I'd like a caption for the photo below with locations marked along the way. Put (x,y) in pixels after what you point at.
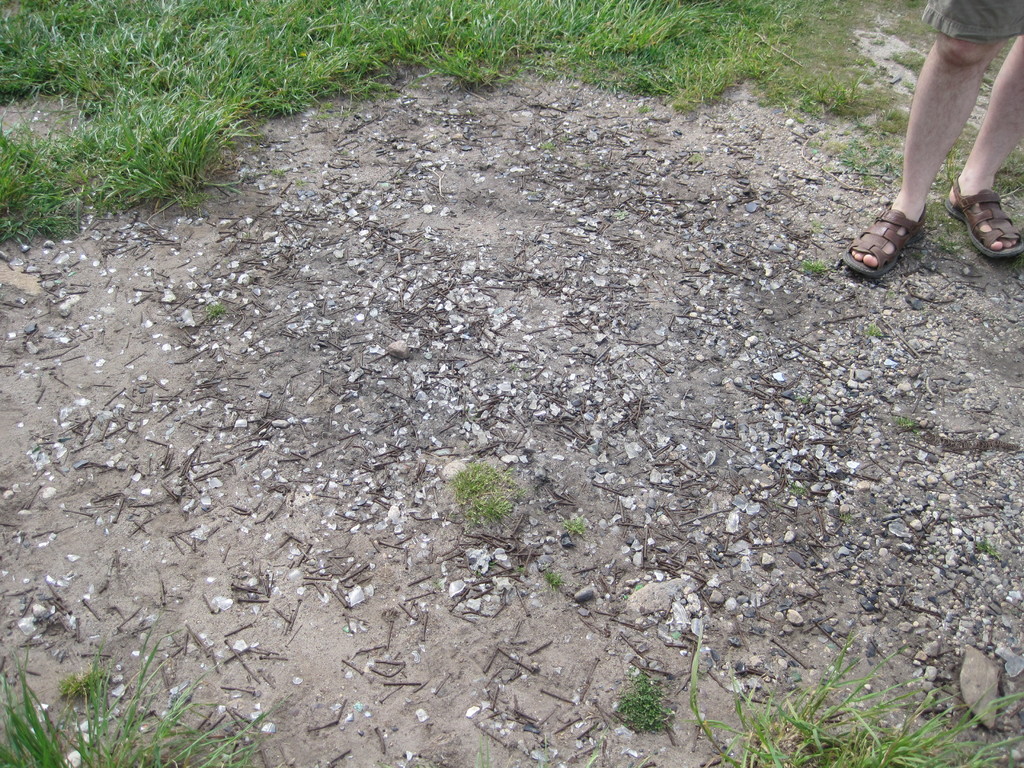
In this image at the bottom (483,536) there is sand (338,476) and on the sand (388,503) there are some iron nails (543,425), and on the right side (947,63) there is one person (898,217) standing and there is grass (112,735).
